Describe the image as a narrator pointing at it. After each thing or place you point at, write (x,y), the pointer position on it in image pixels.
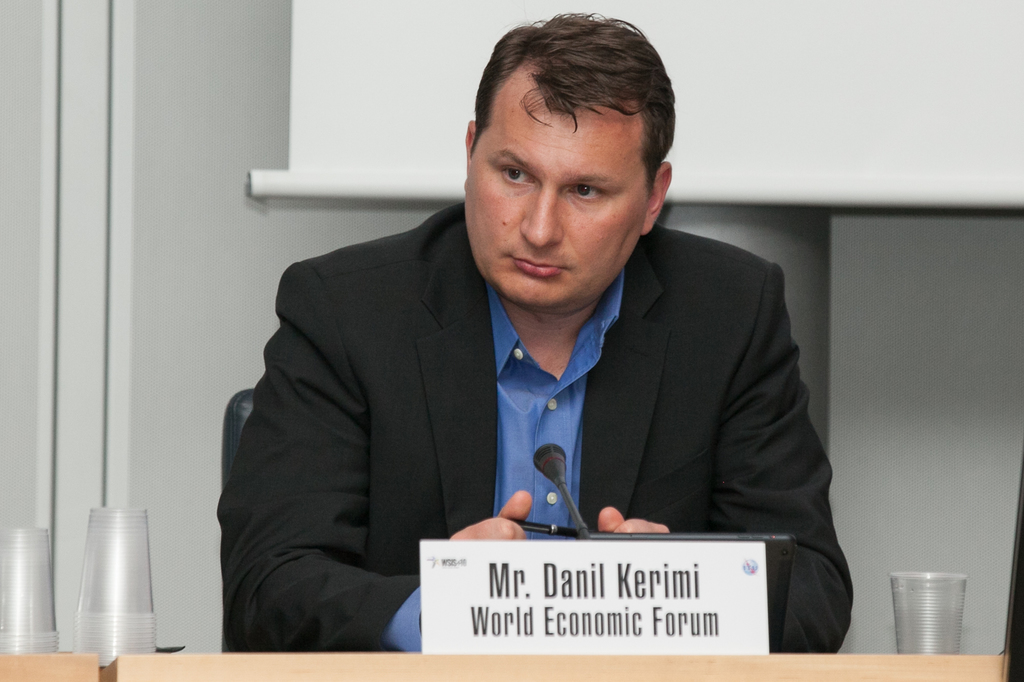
In this image there is a man (495,335) sitting on the chair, there is a desk (548,659) towards the bottom of the image (249,673), there are glasses (927,599) on the desk (870,665), there is a board (616,604), there is text (568,581) on the board (639,612), there is a microphone (558,454), there is a screen (807,119) towards the top of the image (845,111), at the background of the image (57,358) there is a wall (121,249).
